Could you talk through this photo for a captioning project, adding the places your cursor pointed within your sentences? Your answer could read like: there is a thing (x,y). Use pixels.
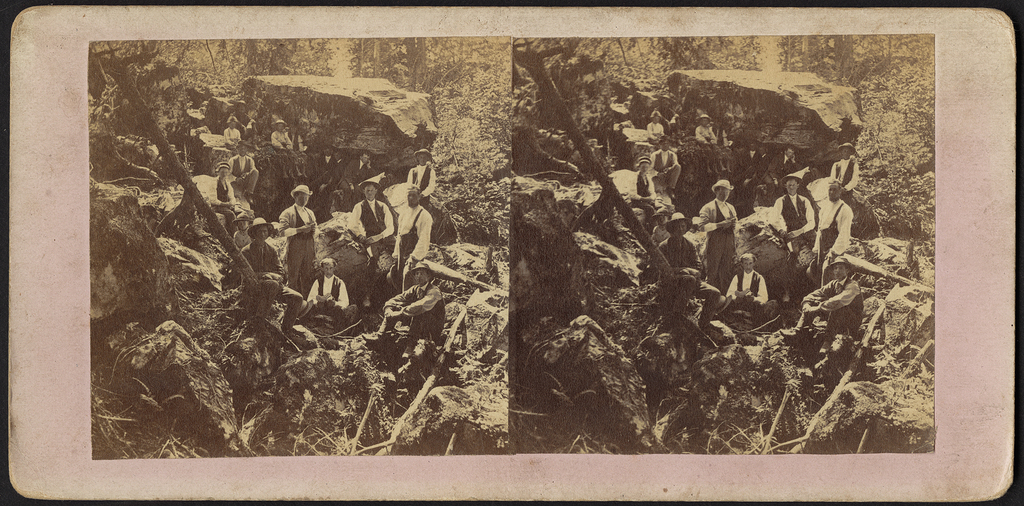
In this image we can see a group of persons (734,298) are standing, there are rocks (750,349) there are trees (452,156), there it is in black and white.
